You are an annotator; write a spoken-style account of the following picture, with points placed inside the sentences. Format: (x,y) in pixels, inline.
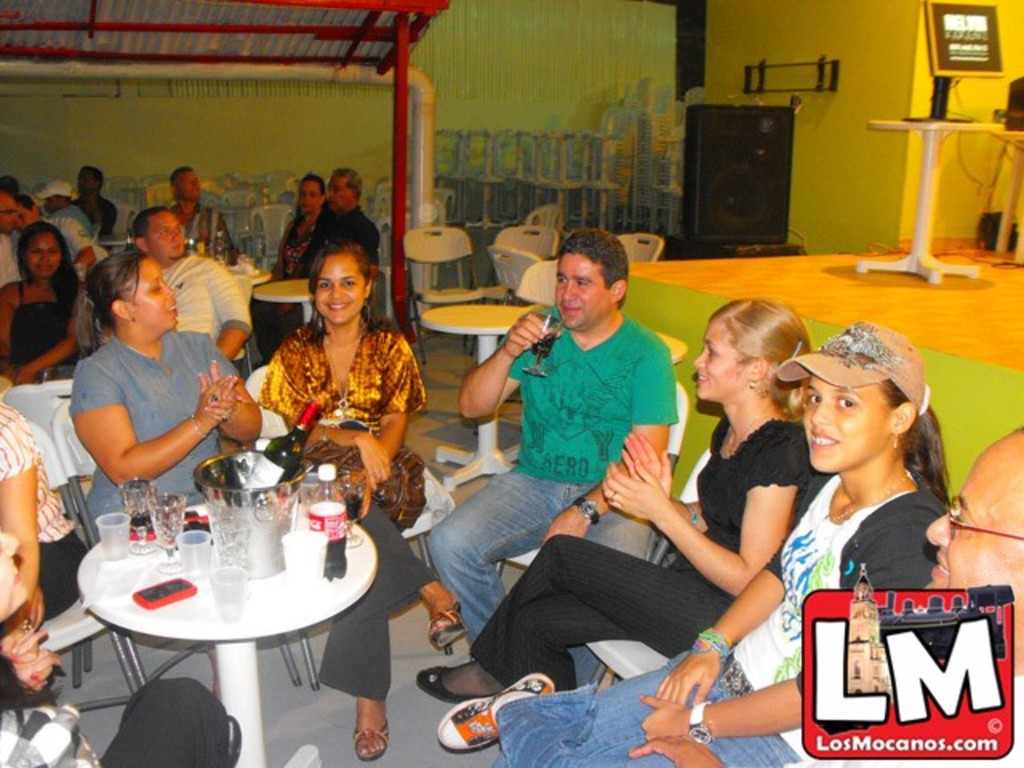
In this image I can see number of persons (728,580) are sitting on white colored chairs (274,419) around the table (314,603) and on the table (305,594) I can see few glasses (172,539), a bottle (324,487), a container (227,486) with a wine bottle (274,454) in it and a mobile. In the background (893,302) I can see the stage (894,285), a table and a screen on the stage (943,279), a black colored speaker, number of chairs (662,128), the green colored wall (574,87) and few wires (1001,261).
